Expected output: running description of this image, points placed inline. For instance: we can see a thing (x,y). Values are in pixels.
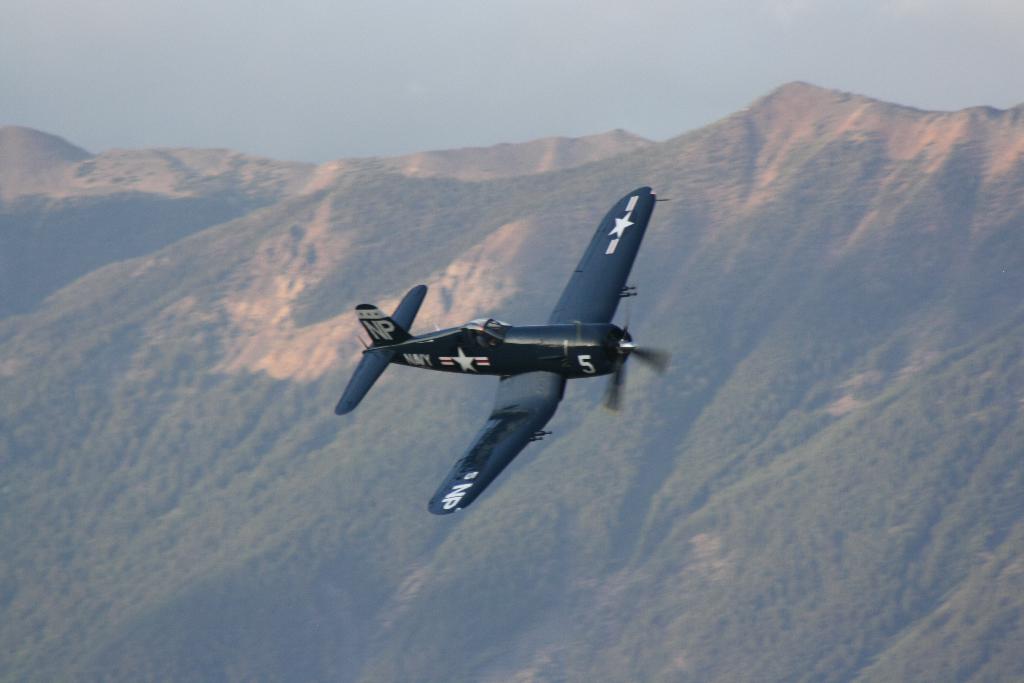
In this image I can see an aircraft (545,390) in the air (492,376). In the background (645,444) I can see the mountains (467,297) and the sky (750,38).
